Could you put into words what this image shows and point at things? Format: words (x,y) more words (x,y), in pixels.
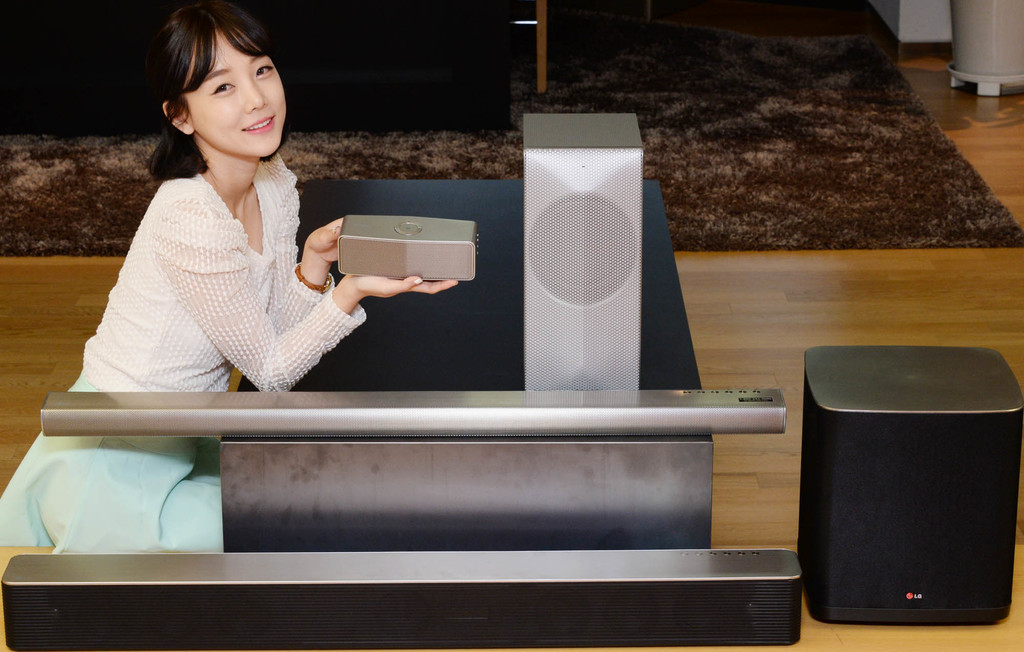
This image is taken inside a room (365,102). In the left side of the image (55,475) a woman (251,32) is sitting and holding something in her hand (328,252). In the right side of the image (888,477) there is a speaker box (878,478) on the floor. There is a floor (965,139) and a floor mat (707,98) on it.
